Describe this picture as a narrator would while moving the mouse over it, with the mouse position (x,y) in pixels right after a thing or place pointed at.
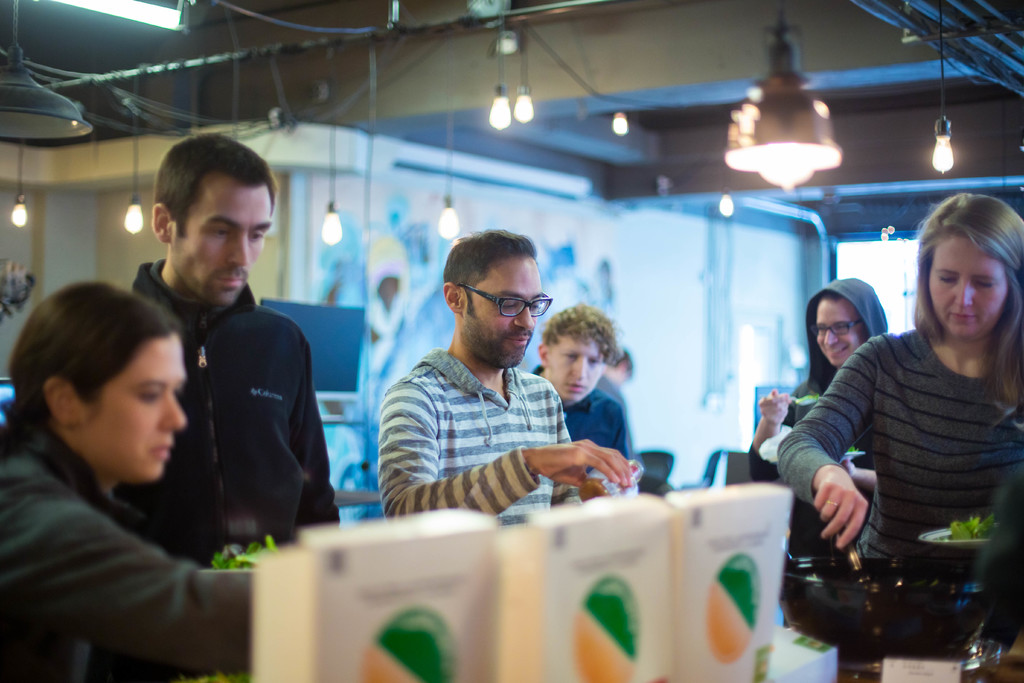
In this image I see few people (899,358) in which these 2 persons (819,409) are holding plates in their hands (829,483) and holding spoons (795,398) in their hands (842,472) too and I see few things (591,563) over here and I see a utensil (855,612) over here. In the background (36,135) I see the wall (406,247) and I see number of lights (786,131) and I see the wires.
